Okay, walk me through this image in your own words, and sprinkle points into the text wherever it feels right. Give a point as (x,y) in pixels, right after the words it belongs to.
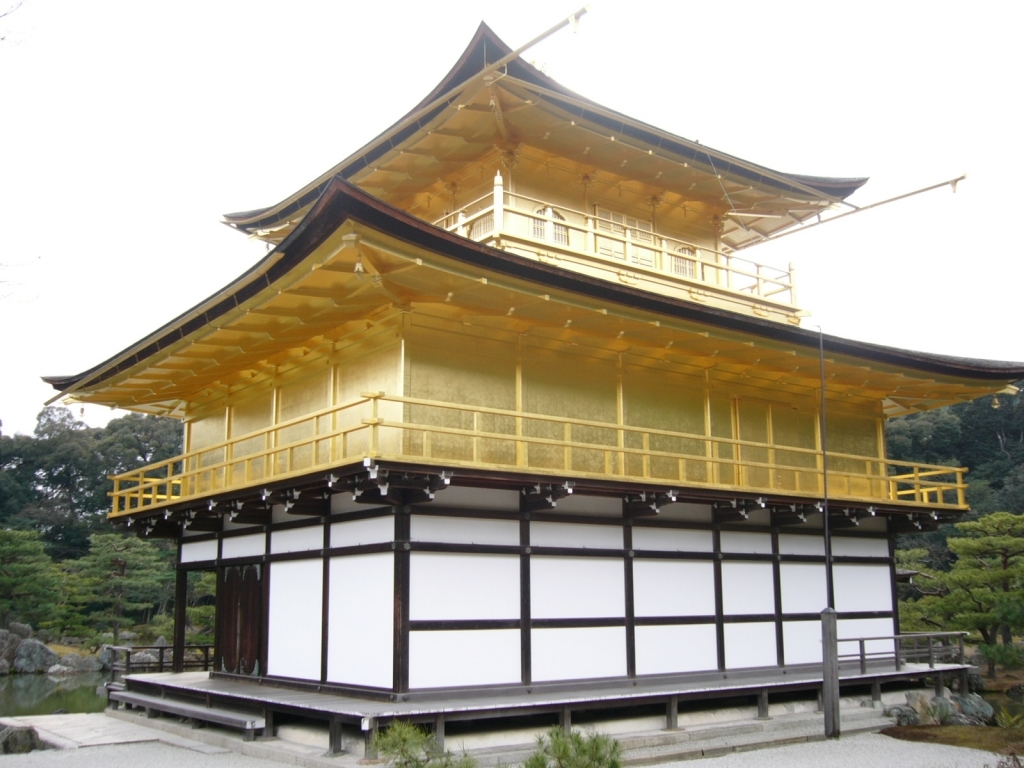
In this picture we can see ancient architecture (329,744), rocks (140,656) and plants (22,620). In the background of the image (40,522) we can see trees (1007,531) and sky (739,145).
